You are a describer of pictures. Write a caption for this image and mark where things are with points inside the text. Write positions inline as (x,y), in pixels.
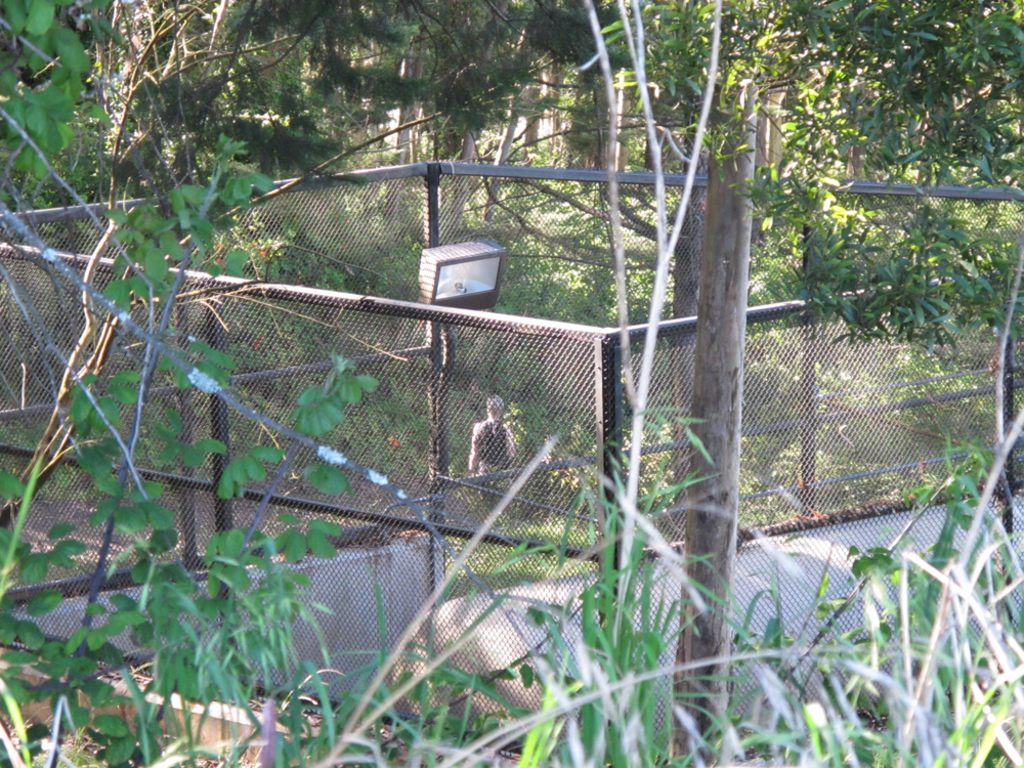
Here in this picture we can see a fencing cage (332,211) present on the ground (899,523) over there and in that we can see a light post (438,303) present and we can see plants (405,725) and trees (569,133) present all around it over there.
